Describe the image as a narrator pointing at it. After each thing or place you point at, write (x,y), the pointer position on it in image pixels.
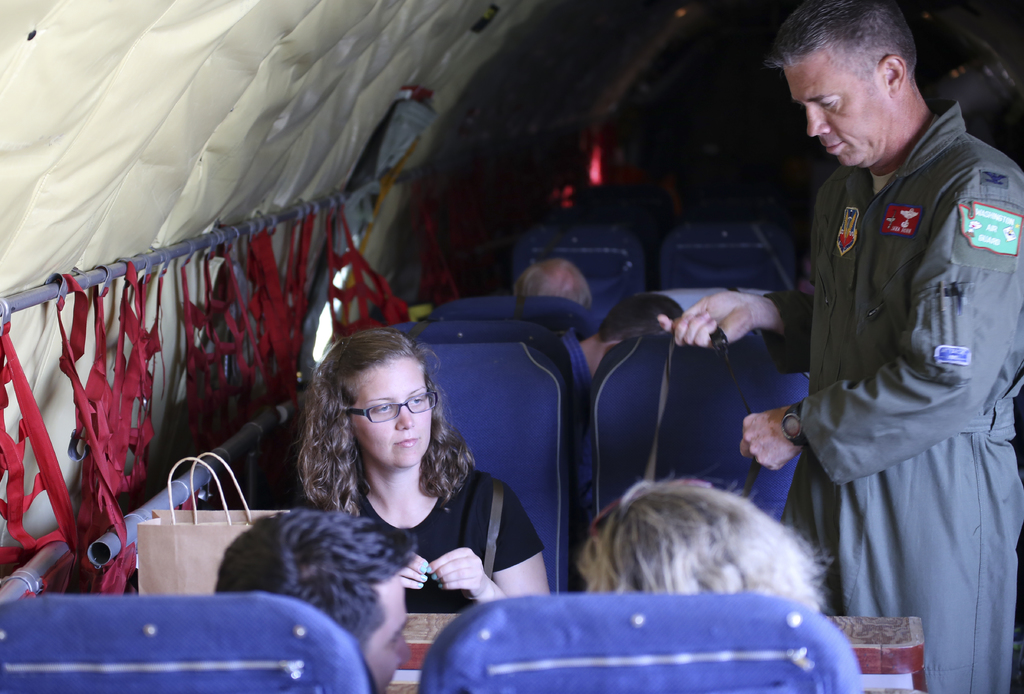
In this picture we can observe some people (483,584) sitting in the seats (493,356) of a vehicle (474,351). On the right side (842,338) there is a person (853,262) standing. We can observe men (362,599) and women (430,369) in this picture. The seats (623,418) were in blue color. In the left side (52,495) we can observe red color ropes (110,427).
